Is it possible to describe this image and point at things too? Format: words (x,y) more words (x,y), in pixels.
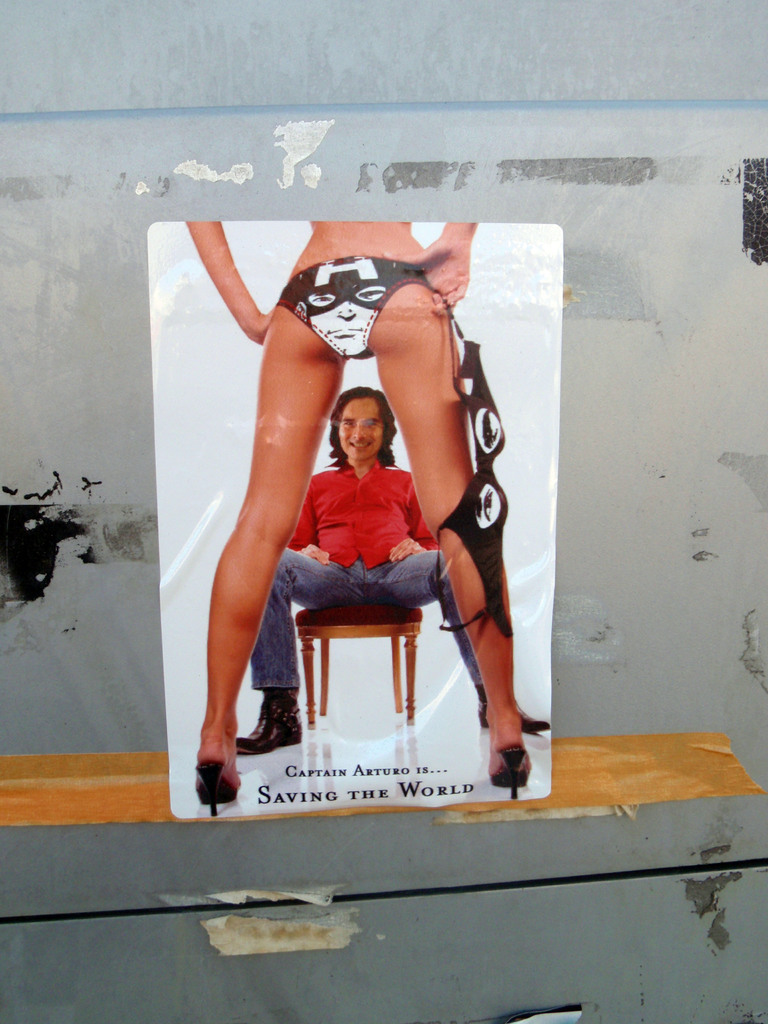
In this image, I think this is a poster (273,579), which is attached to a board (65,299). I can see the woman (418,403) standing and a person (345,539) sitting on the chair (409,669). These are the letters (413,794) on the poster (388,788).
